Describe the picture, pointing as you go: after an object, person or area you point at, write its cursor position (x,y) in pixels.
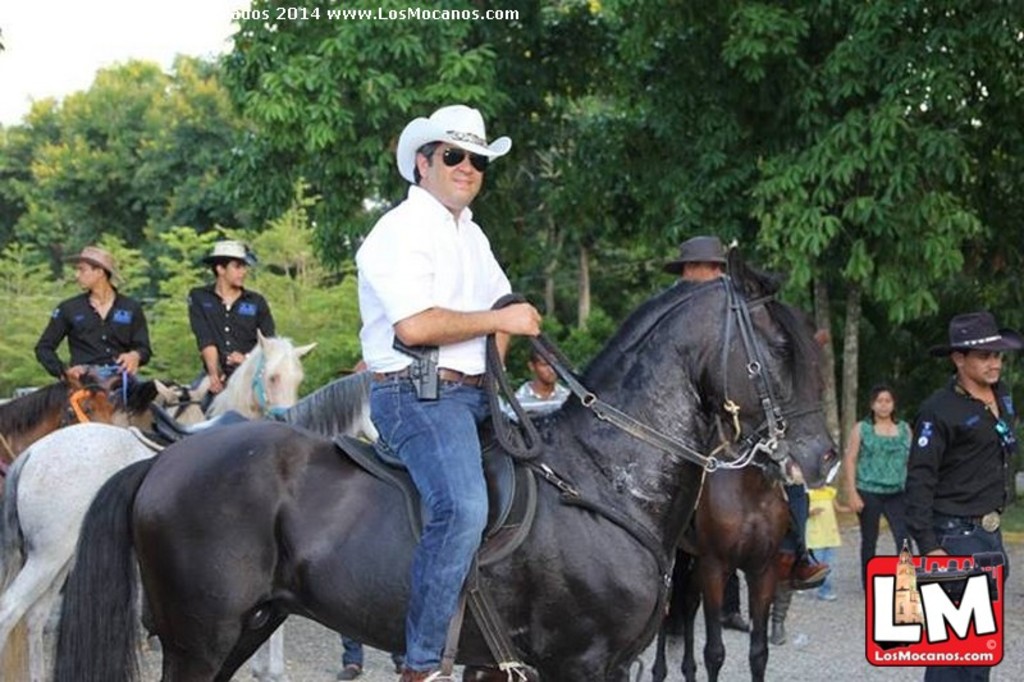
In the image we can see there are many people (895,460) wearing clothes (388,293) and hats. Some of them are sitting on the horse (289,348) and rest are walking. There are many horses (213,492), this is a road (823,620), watermark (881,588), trees (691,146) and a white sky (73,77). We can even see this person (427,176) is wearing goggles (473,159) and he is having a gun (427,366) with him.
